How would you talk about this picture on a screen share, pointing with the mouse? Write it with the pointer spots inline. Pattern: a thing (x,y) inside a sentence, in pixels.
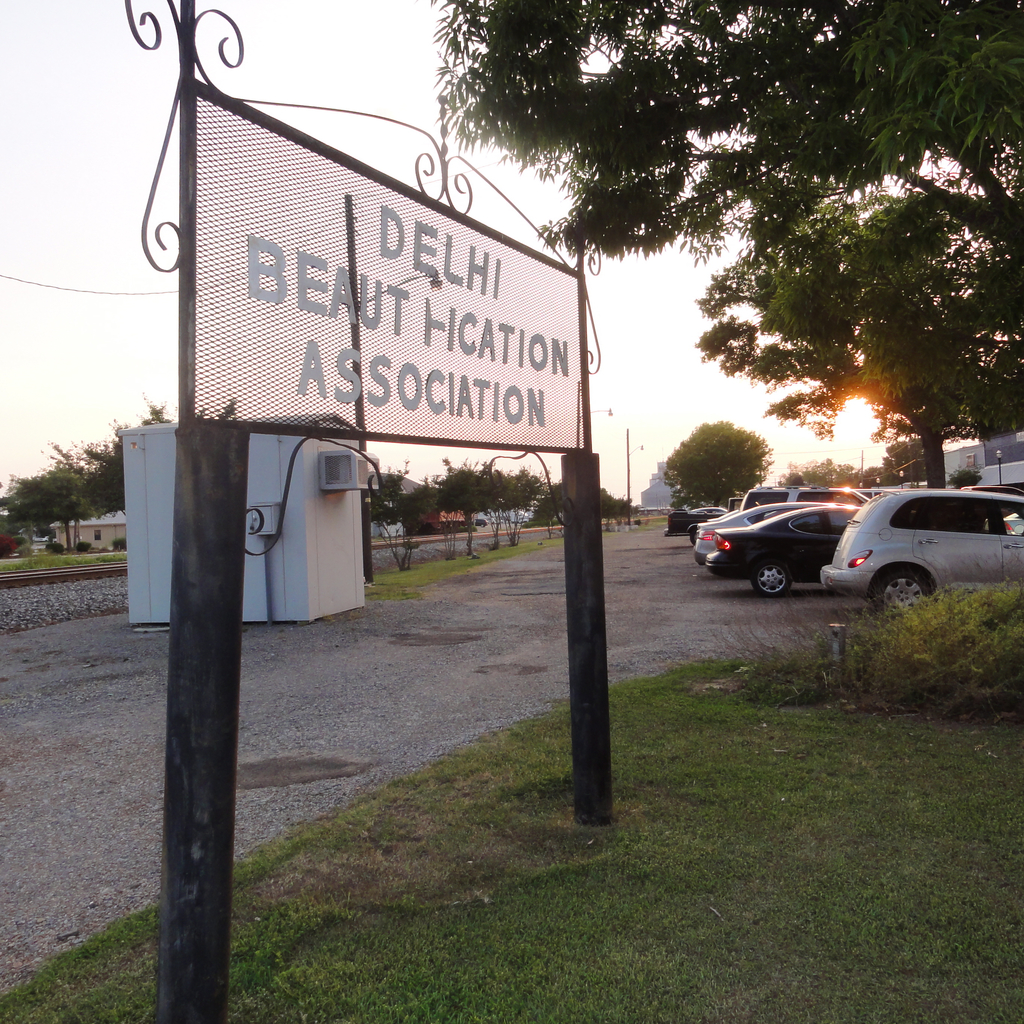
In this image in the center (455,376) there is one board (461,395) and poles (189,629), and on the right side (775,524) there are some vehicles (778,569) at the bottom (646,918) there is grass (530,905) and walkway (465,688). In the background (337,523) there are some houses (665,510) and trees (400,505), on the top of the image (230,74) there is sky (405,99).
